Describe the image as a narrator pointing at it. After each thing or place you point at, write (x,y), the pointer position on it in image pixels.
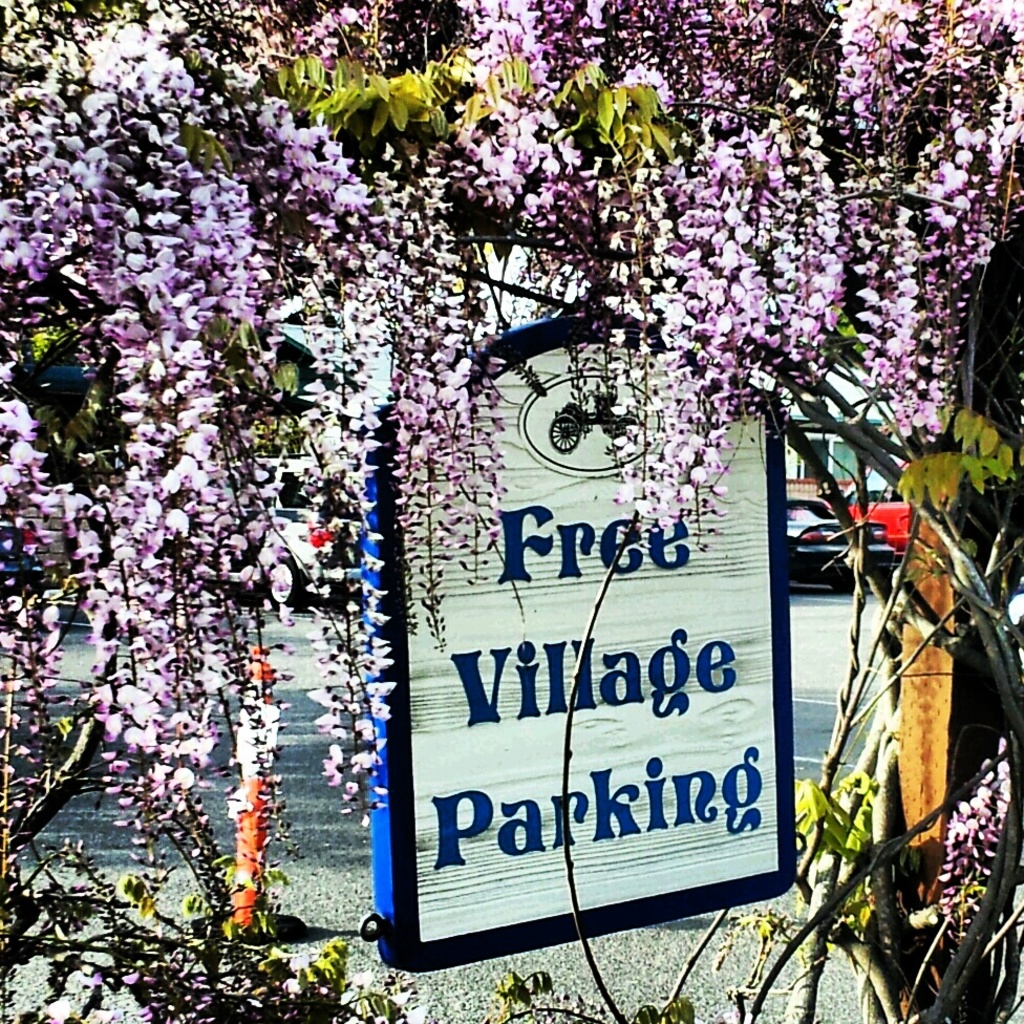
In this image, there are a few trees (979,386), plants (880,920) and vehicles (349,534). We can see the ground (211,808) with an object (240,845). We can also see a wooden pole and a board (619,518) with some image (611,476) and text (592,574).
